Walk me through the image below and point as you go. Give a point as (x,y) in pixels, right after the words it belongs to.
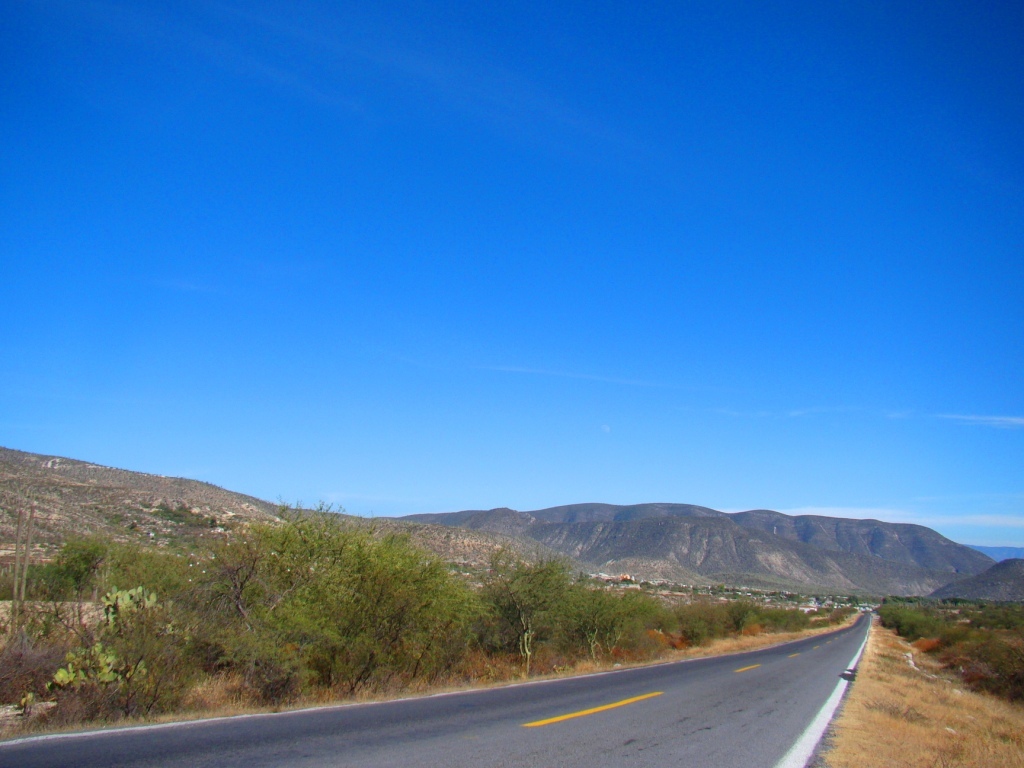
In the middle of the image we can see road (778,677), beside to the road (814,701) we can find few trees (472,605), in the background (864,564) we can see few hills (879,555) and clouds (955,514).
